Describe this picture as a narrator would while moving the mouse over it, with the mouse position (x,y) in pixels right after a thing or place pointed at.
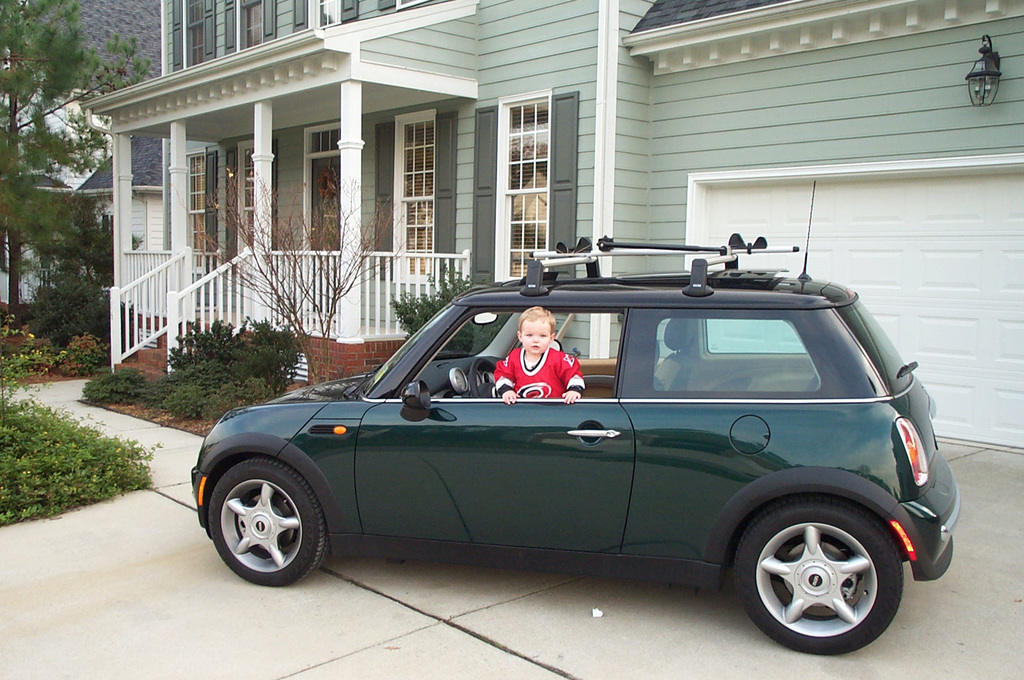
A boy (532,357) is looking out of a window (470,390) of a car (378,436) parked in front of a house (575,23).
